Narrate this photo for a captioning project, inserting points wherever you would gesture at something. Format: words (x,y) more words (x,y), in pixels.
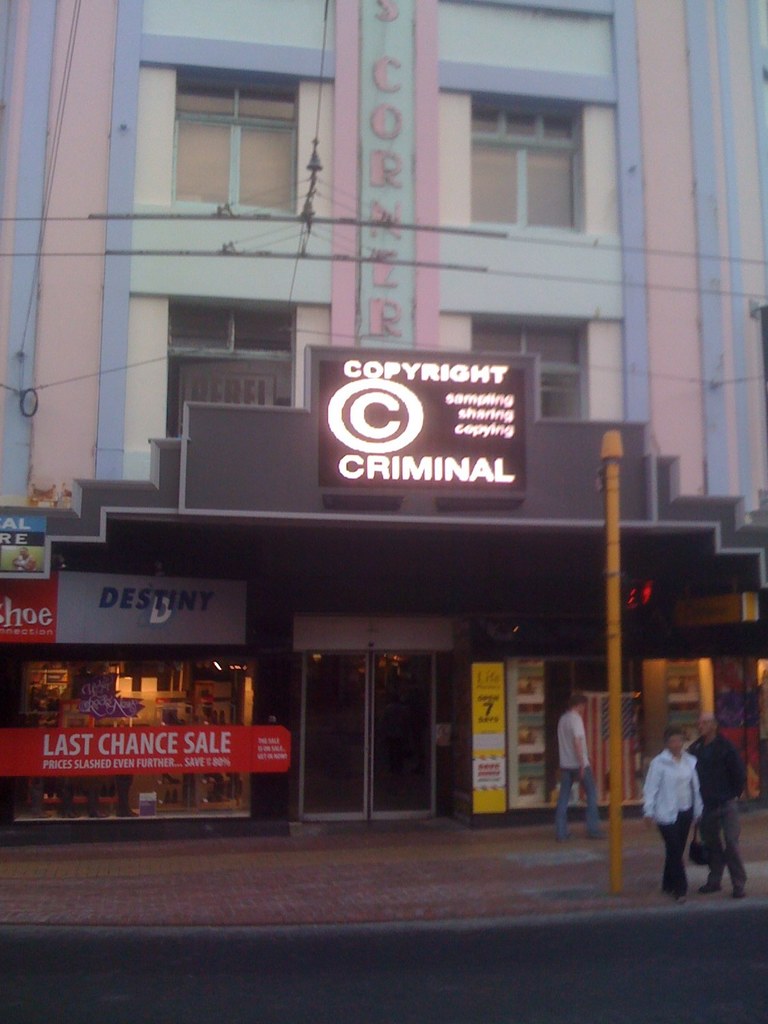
In this image I can see three persons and the pole (614,636). In the background (357,553) I can see few stores (21,587) and the building (83,344) and few boards (68,594) attached to the building (160,449).
